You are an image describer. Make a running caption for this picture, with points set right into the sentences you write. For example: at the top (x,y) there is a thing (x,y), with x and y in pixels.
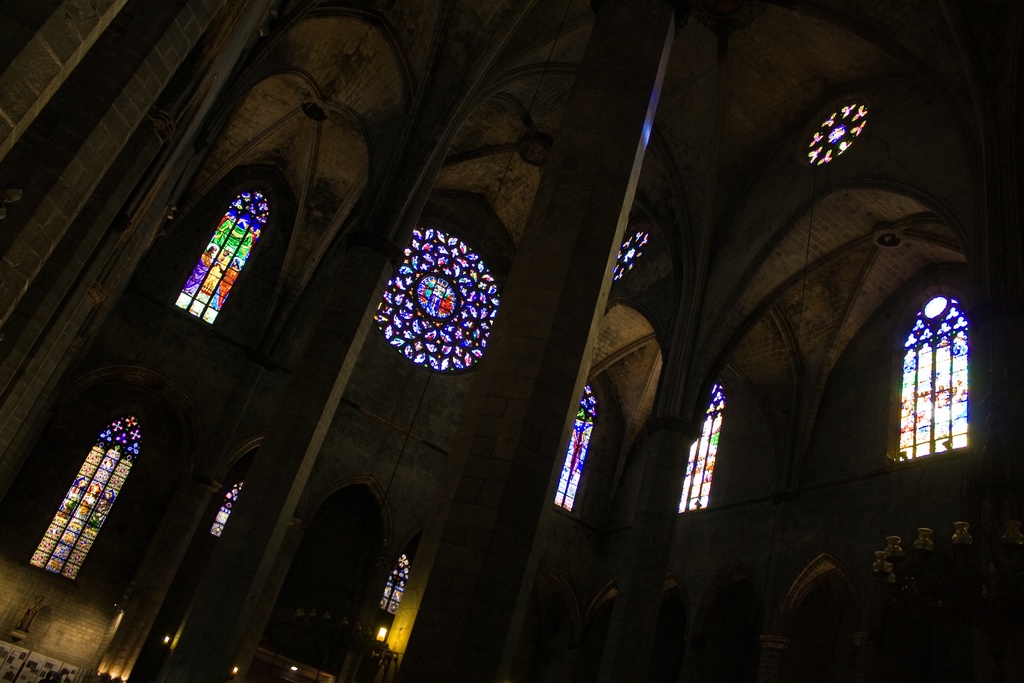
In this image, I can see the inside view of a building (581,576) with the pillars (539,488). I think these are the windows (412,332) with the glass panes (412,332). I can see the glass paintings (199,316) on the windows (434,310).
